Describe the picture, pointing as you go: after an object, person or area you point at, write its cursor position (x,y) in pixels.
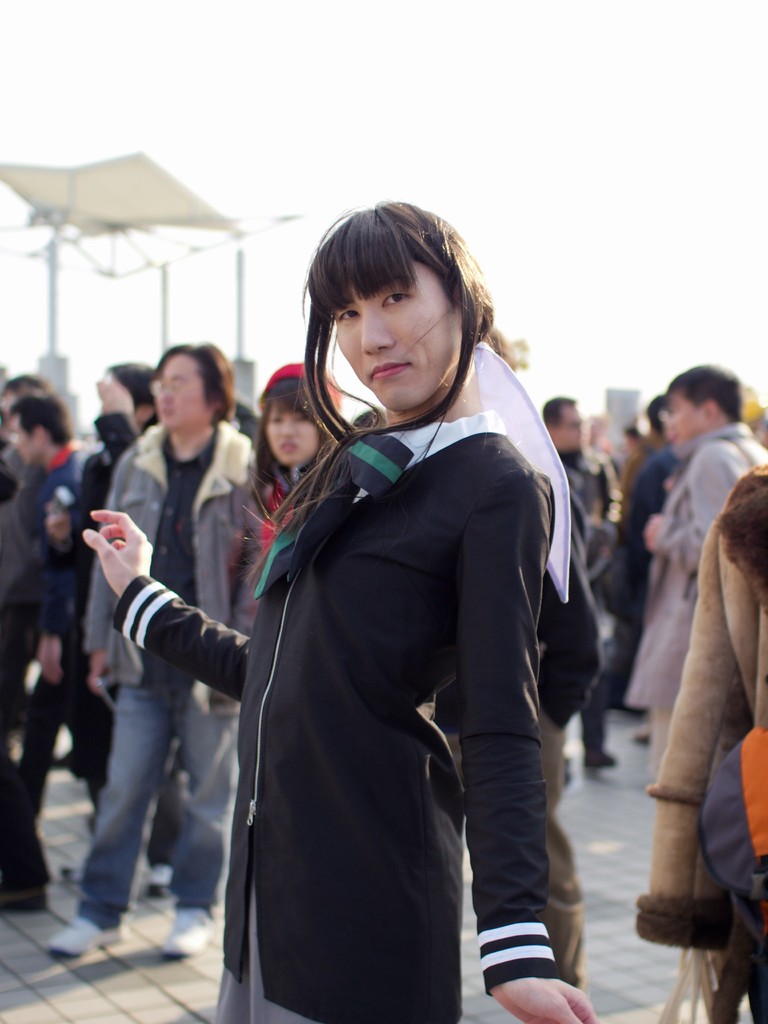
In the image we can see there are many people (492,551) wearing clothes (300,542), this is a footpath (110,964) and a sky (635,70), this person (288,420) is wearing a red color cap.
